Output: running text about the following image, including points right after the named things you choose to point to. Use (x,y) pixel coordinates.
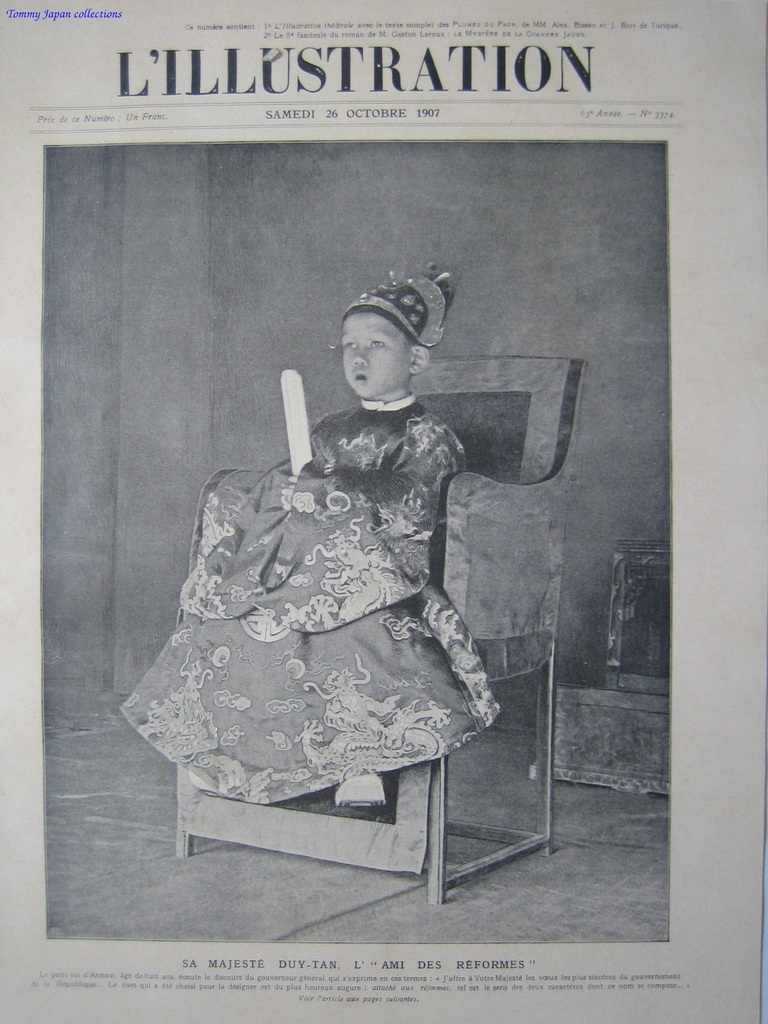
This image consists of a paper (428,694) in which there is a child (303,586) sitting in a chair (259,818). At the top (321,36), there is a text (161,63).
